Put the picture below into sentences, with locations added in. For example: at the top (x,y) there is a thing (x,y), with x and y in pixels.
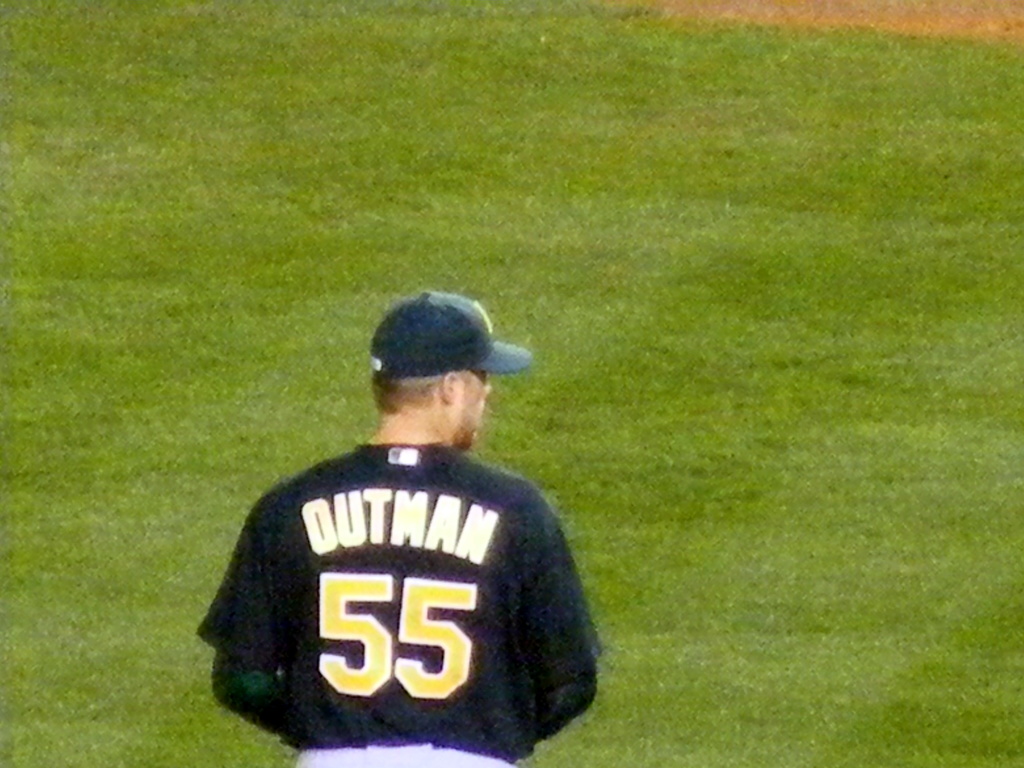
In the image there is man (359,593) in navy blue jersey (393,610) and cap (459,320) standing on the grass land (92,569).
